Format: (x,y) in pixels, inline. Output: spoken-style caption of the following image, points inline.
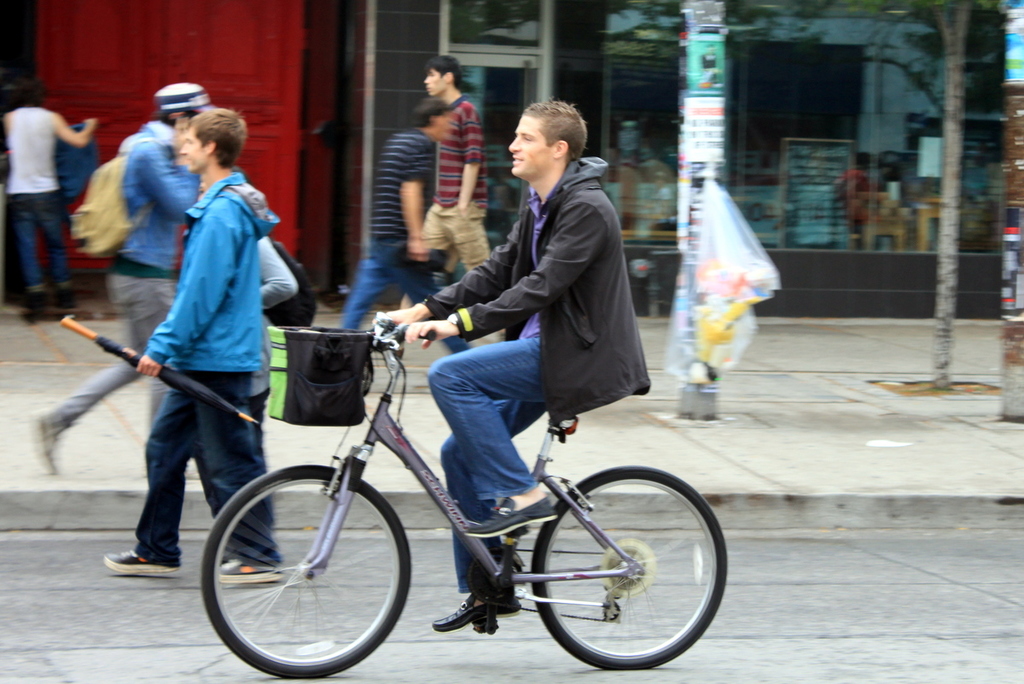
Here we can see one man (595,376) riding a bicycle (577,504). Aside to this man (557,300) we can see few persons (212,176) walking on the road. We can see stores (546,23) here. This is a reflection (888,26) of tree (814,33) on a glass (814,33). We can see a plastic cover (728,200) hanged to a pole (716,190).
